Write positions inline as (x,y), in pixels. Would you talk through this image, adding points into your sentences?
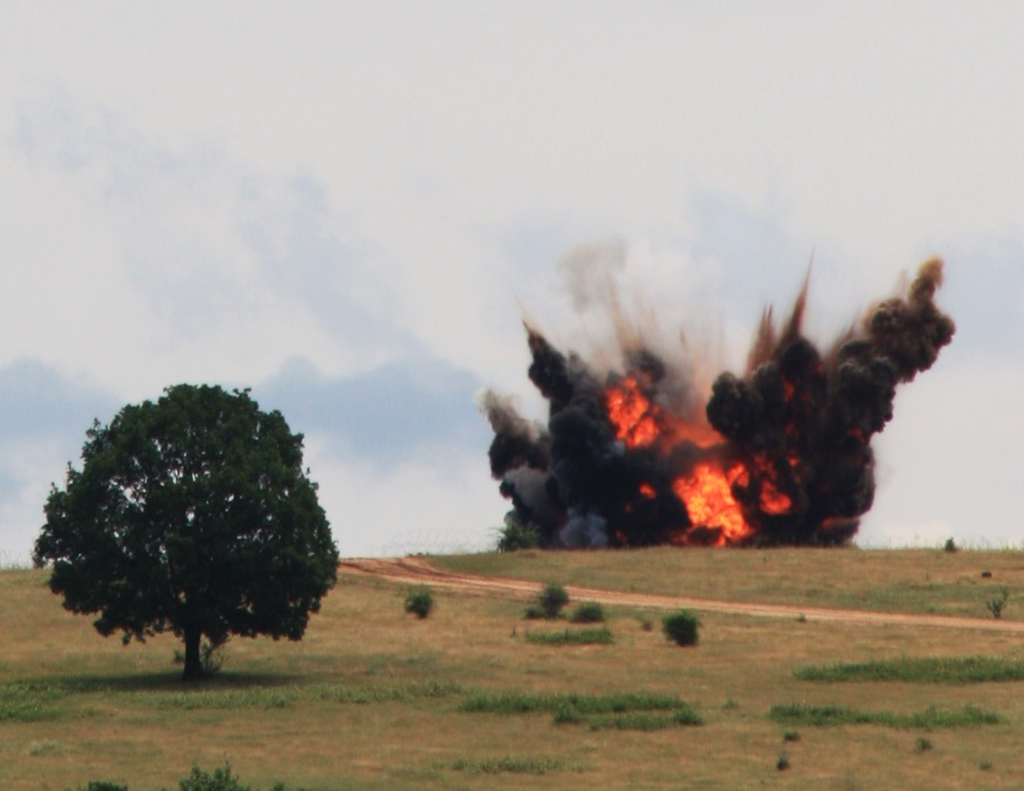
In this image I can see the tree (233,592), grass (455,698) and plants (539,697) on the ground (512,641). To the side I can see the fire (645,492) and smoke (617,466). In the background (411,213) I can see the clouds (272,369) and the sky (256,364).
